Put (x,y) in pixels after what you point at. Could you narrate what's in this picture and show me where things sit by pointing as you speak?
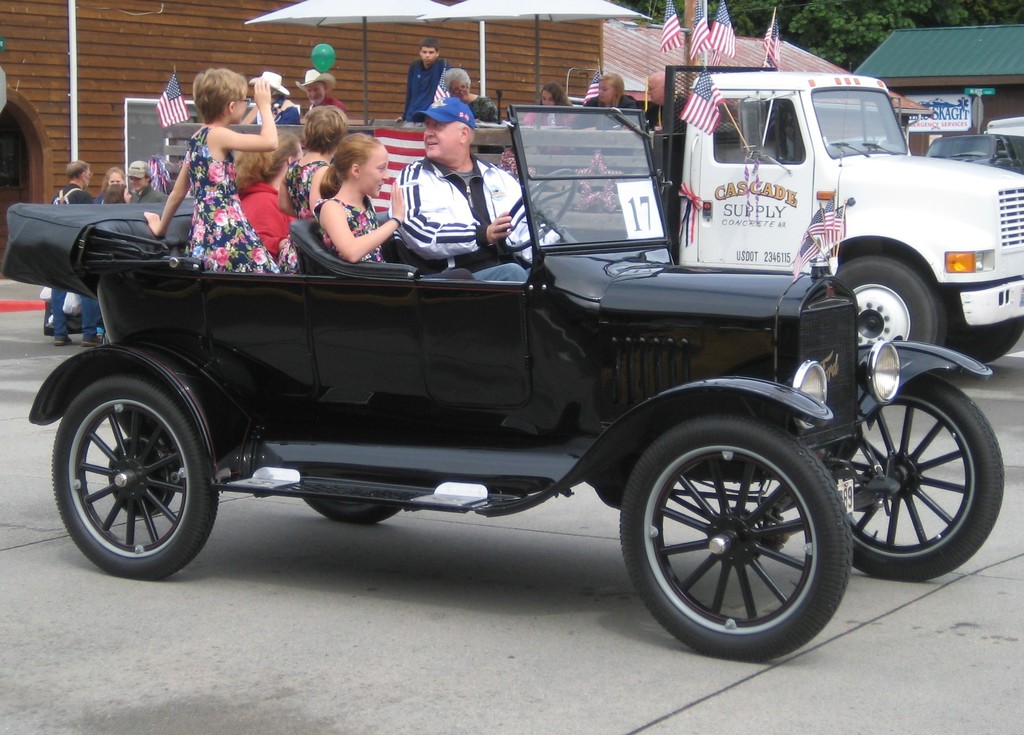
This is the picture where we can see a black color car (646,398) in which there are five people (367,254) and beside the car (416,456) there is a white car (489,154) in which we have some group of people (660,95).
